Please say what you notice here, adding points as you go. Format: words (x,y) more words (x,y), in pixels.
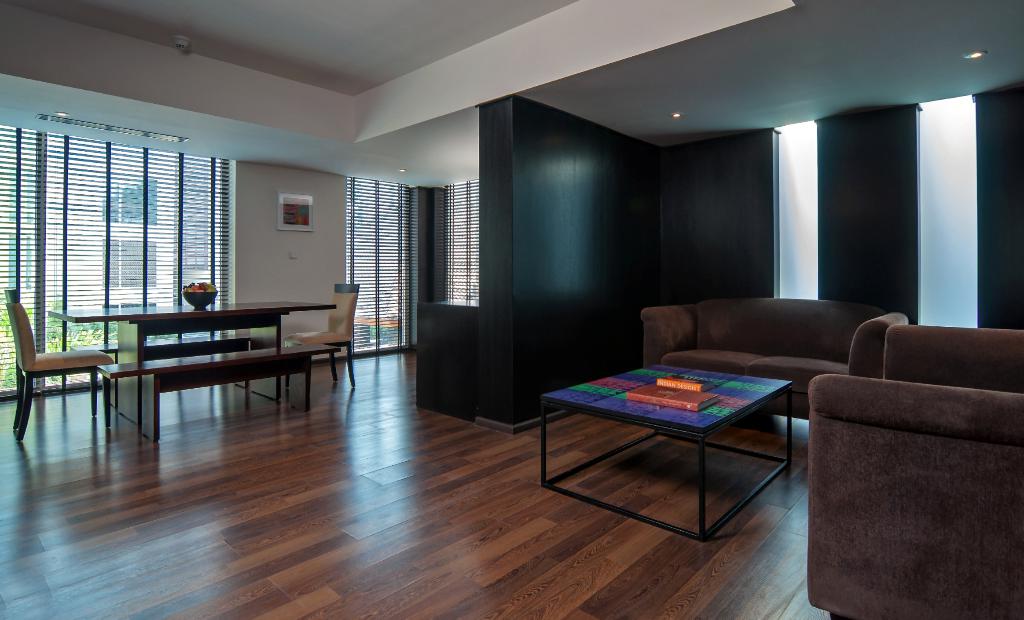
In this picture there is a table (166,321) two chairs (308,330) and bowl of fruits (188,289) on it. There are two sofa (855,391) and a table (724,382) in front of it with books (675,394) on it and the floor (330,523) is made of wooden (280,517) and is window (147,224) over here.
